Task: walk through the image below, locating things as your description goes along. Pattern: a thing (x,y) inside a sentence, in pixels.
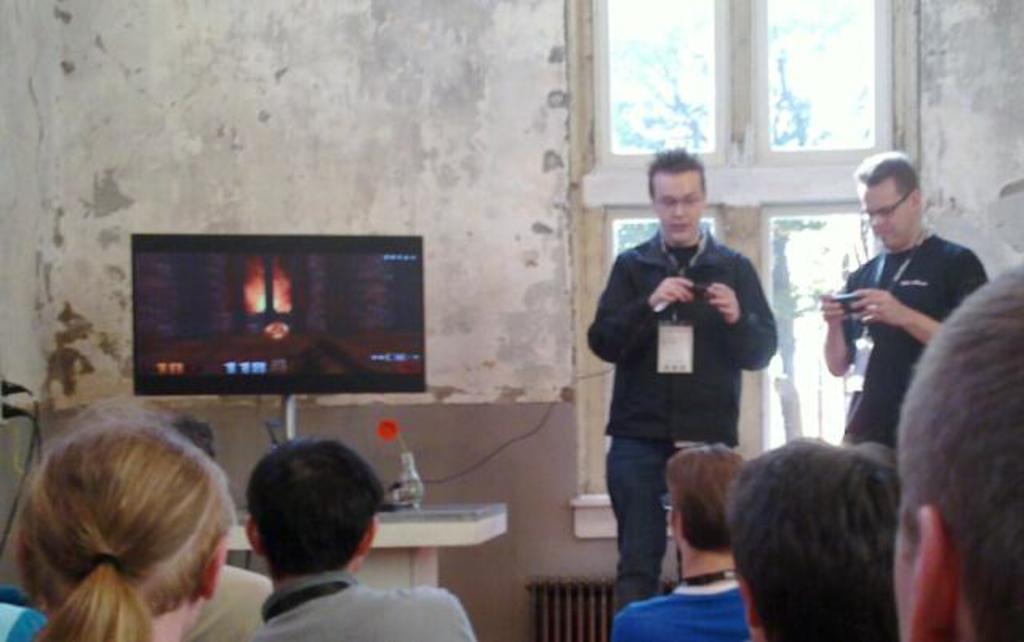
In this image I can see some people (801,488). I can see a television (315,299). In the background (417,146), I can see the wall (424,116) and a window (784,180).
